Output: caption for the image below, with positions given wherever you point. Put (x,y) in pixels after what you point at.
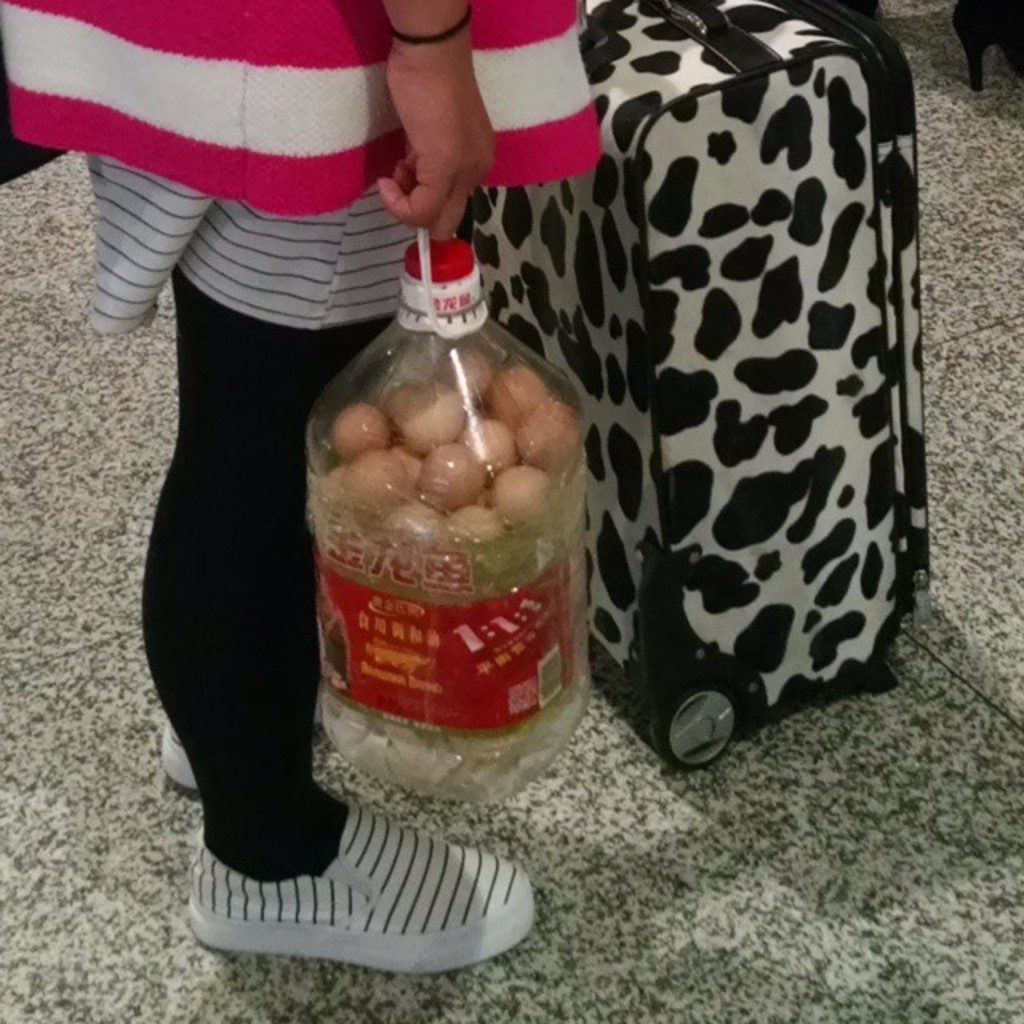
In this image i can see a woman (268,199) standing and holding bottle (453,511) at front (783,427) there is a suitcase (784,357).
